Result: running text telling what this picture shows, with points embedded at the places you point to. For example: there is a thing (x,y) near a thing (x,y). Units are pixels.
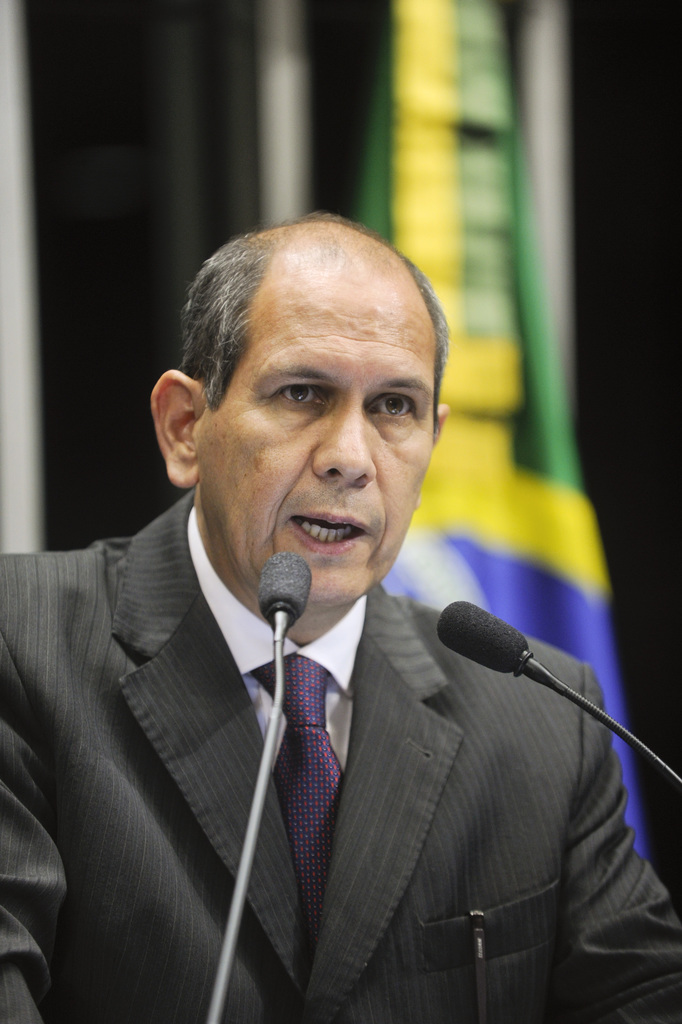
In this image we can see a man (283,540) wearing the suit (301,923). We can also see the mics (297,585). In the background (469,82) we can see the flag (499,267).
